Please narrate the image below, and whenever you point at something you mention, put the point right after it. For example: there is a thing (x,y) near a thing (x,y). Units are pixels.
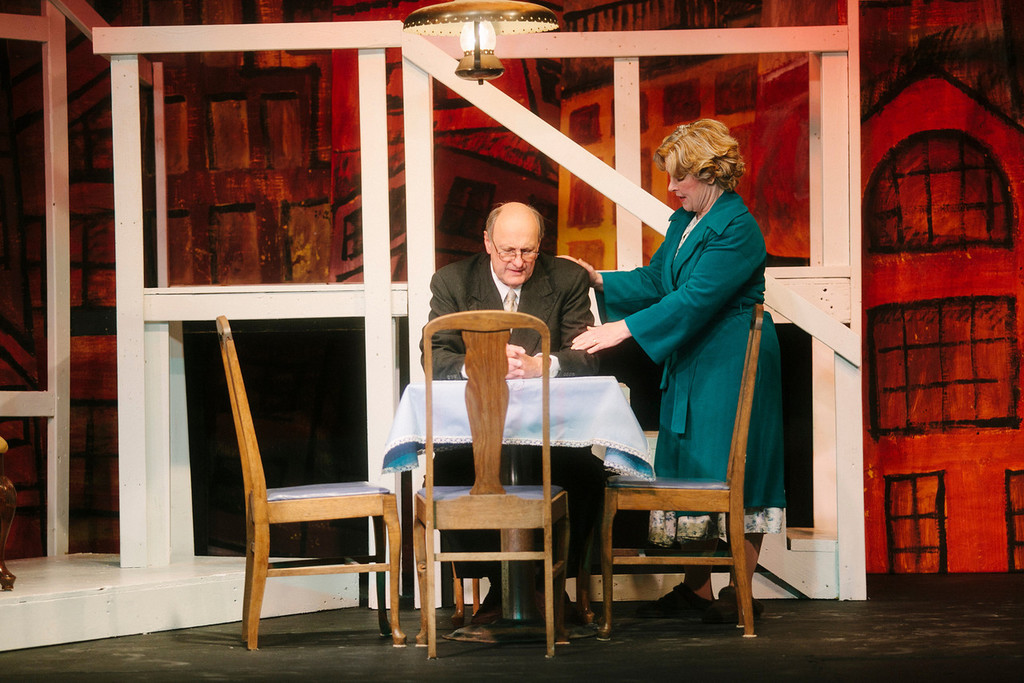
In the given image we can see there are two person (519,261), man (538,282) is sitting and woman (664,262) is standing. There is a table (575,411) and chairs (459,491). Above them there is a lamp (427,29).
